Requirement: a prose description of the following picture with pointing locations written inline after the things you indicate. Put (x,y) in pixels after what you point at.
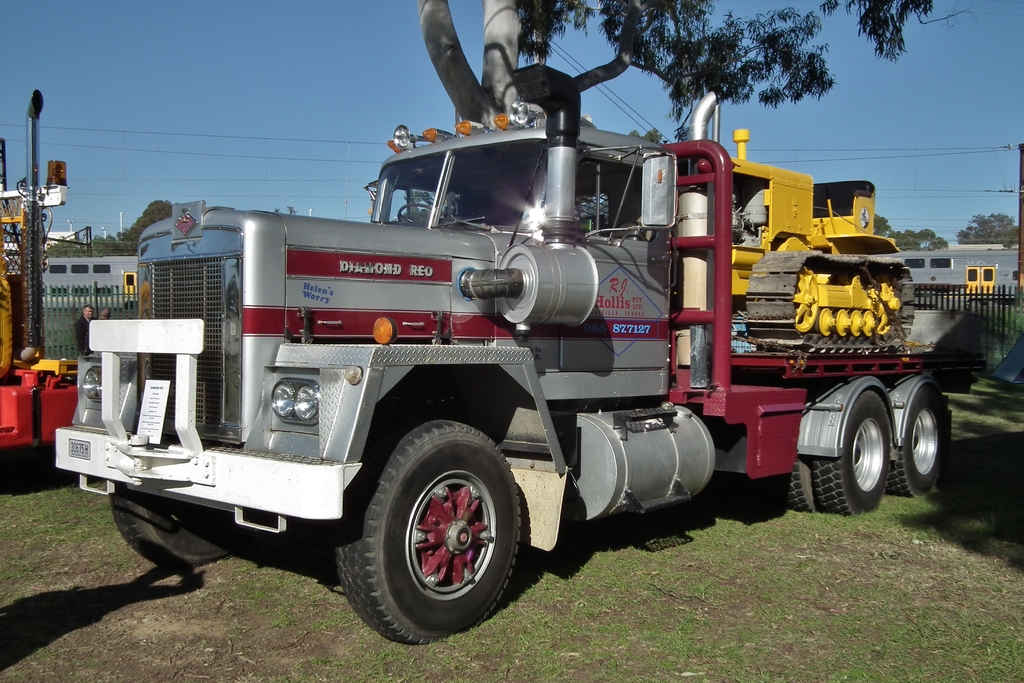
In this picture we can see a vehicle (544,518) in the front (447,350), at the bottom (603,607) there is grass (656,638), on the left side (86,330) we can see a person (84,329) is standing, in the background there are some trees (126,238), it looks like a train (961,268) in the background (1003,264), there is fencing (978,296) in the middle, on the right side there is a pole (1020,210), we can see the sky (329,89) at the top of the picture (286,78).
